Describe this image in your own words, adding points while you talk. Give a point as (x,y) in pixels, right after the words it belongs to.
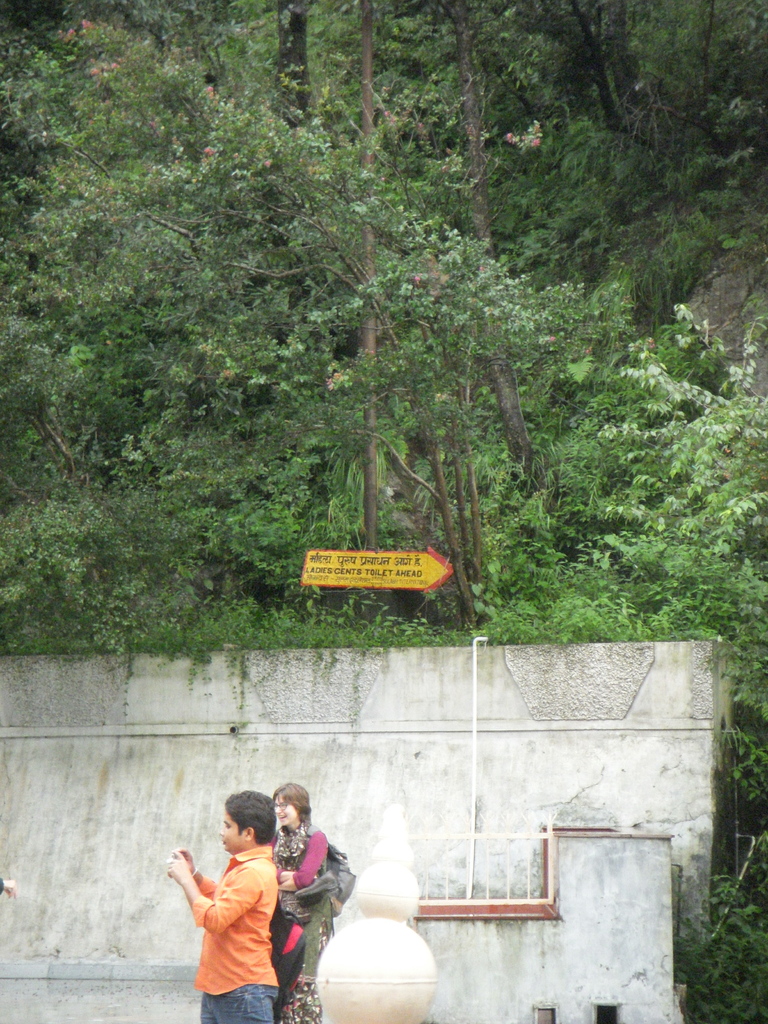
At the bottom of the image (237,920) we can see statue (337,950), two persons (259,895) and wearing bag (277,928). In the center of the image (421,677) we can see board (422,580), wall (529,795), grills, pole (472,840). In the background of the image (456,370) we can see trees (403,325).
